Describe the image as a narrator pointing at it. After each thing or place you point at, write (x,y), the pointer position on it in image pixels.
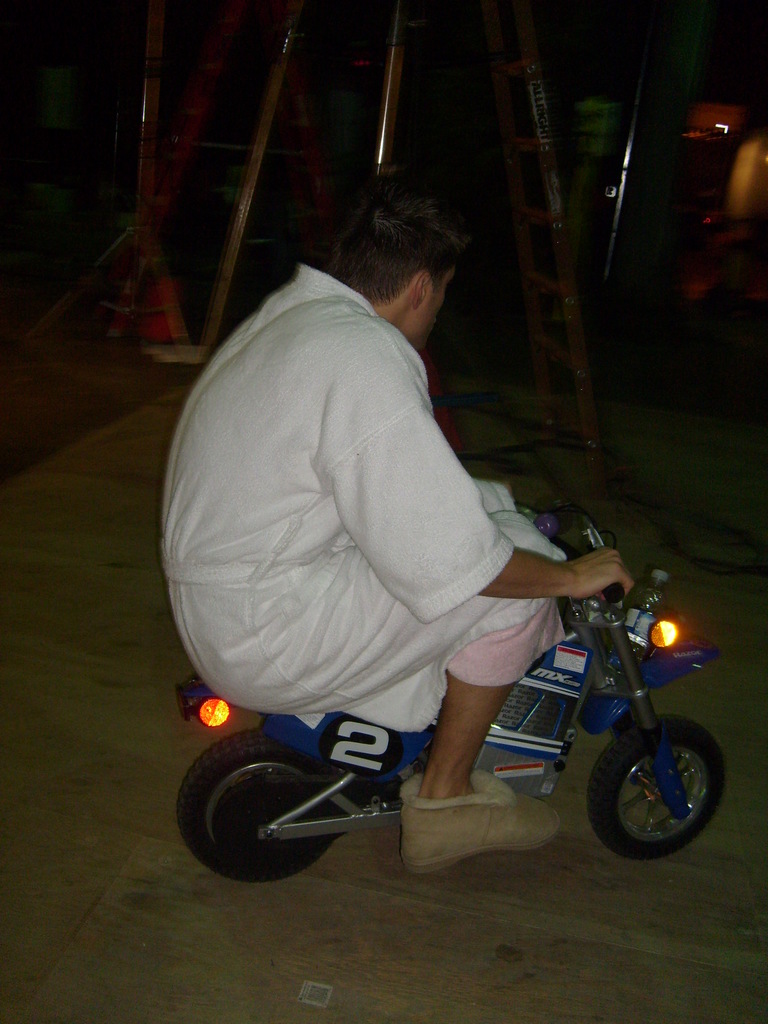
a person (397,499) is driving a bike (603,697).
